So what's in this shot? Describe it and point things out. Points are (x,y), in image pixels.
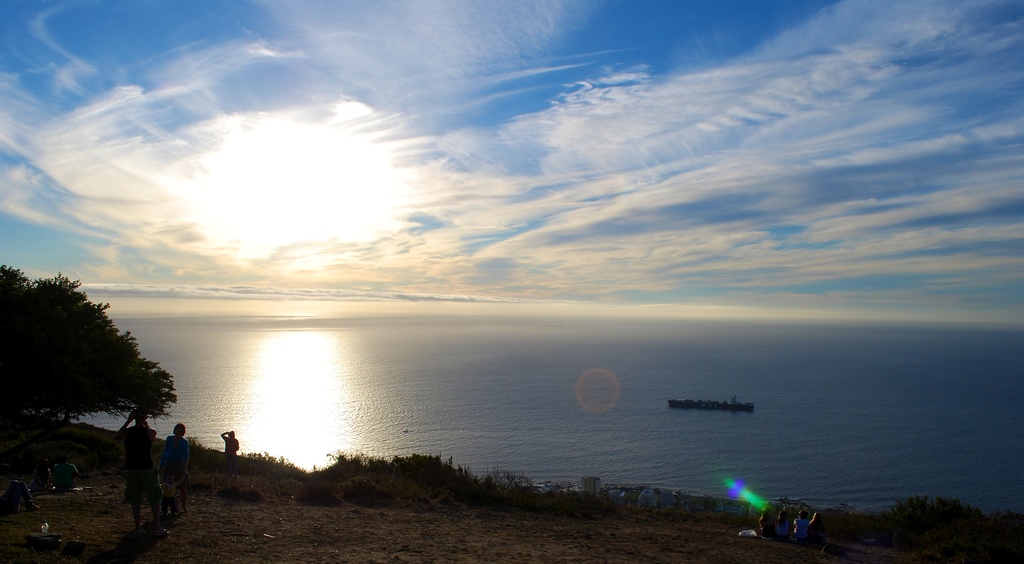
In this image we can see a person (136,447) is standing on the ground (125,512), here is the tree (41,337), here is the grass (368,492), here is the water (520,369), at above here is the sky (183,251), here is the sun (252,223).
